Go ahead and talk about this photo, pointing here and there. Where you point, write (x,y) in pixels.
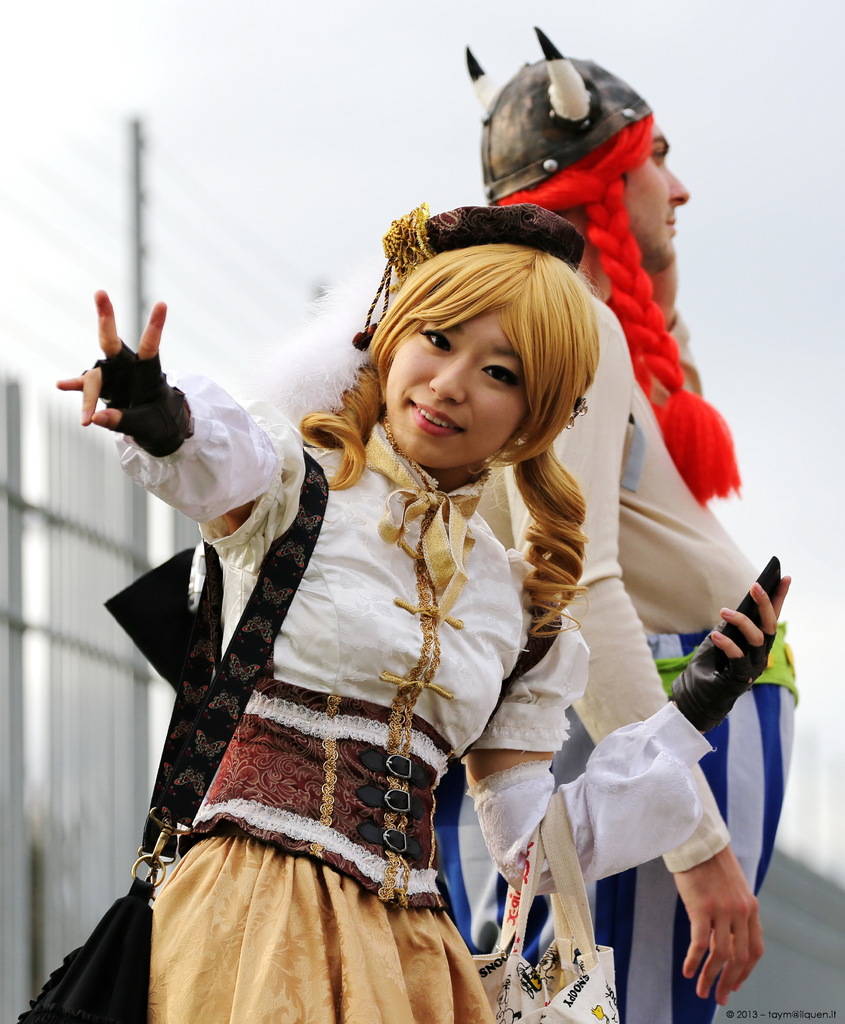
In this image there are two persons (528,633) standing, behind them there is a railing (93,580). In the background (192,193) there is the sky (318,147) and a pole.
